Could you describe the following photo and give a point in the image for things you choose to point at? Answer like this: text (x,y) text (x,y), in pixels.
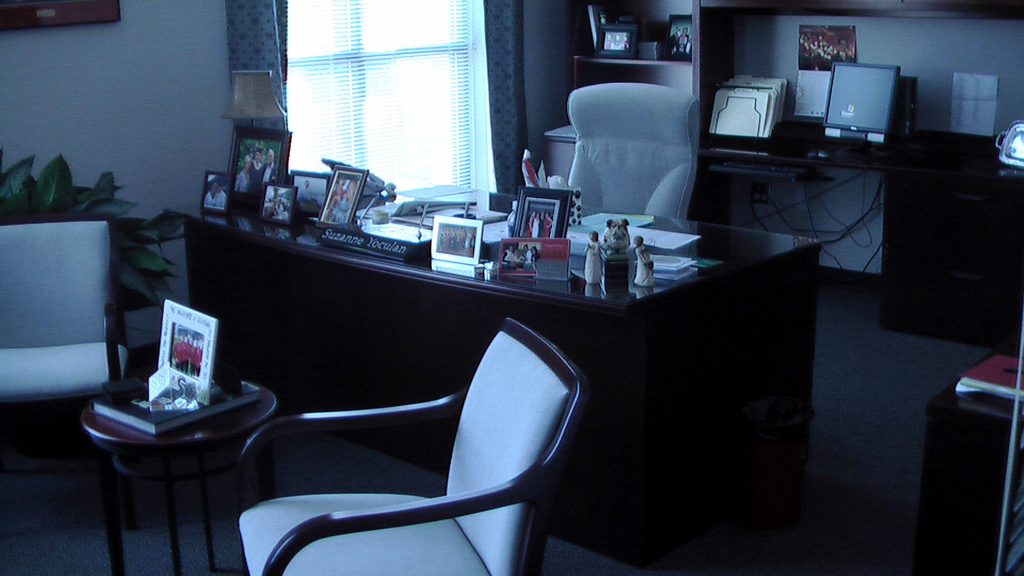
In this image in the front (54,301) there are empty chairs (377,519) and there is a table (168,438) and on the table (196,427) there is a book (162,413) and on the book (164,426) there is a photo frame (189,371). In the center (670,290) there is a table (572,275) and on the table (584,287) there are statues (617,248), photo frames (271,180), there is a name plate (345,231) with some text (360,244) written on it and there is a light lamp (254,112), there are papers (674,258) and in the background (623,164) there is an empty chair (650,141), there are photo frames (627,50) on the shelf (661,47) and there are wires (851,221), there is a monitor (870,107) and there are objects (760,106) which are white in colour and on the wall (871,47) there is a poster (839,41). On the left side (258,44) there is a curtain (277,40) and there is a window (351,54) and on the right side (1005,415) there is a table (978,432), on the table (968,418) there is a file (988,383) which is red in colour and on the left side (56,182) there is a plant (48,170) in front of the wall (19,146) and on the wall (106,30) there is an object (62,24) which is visible.
